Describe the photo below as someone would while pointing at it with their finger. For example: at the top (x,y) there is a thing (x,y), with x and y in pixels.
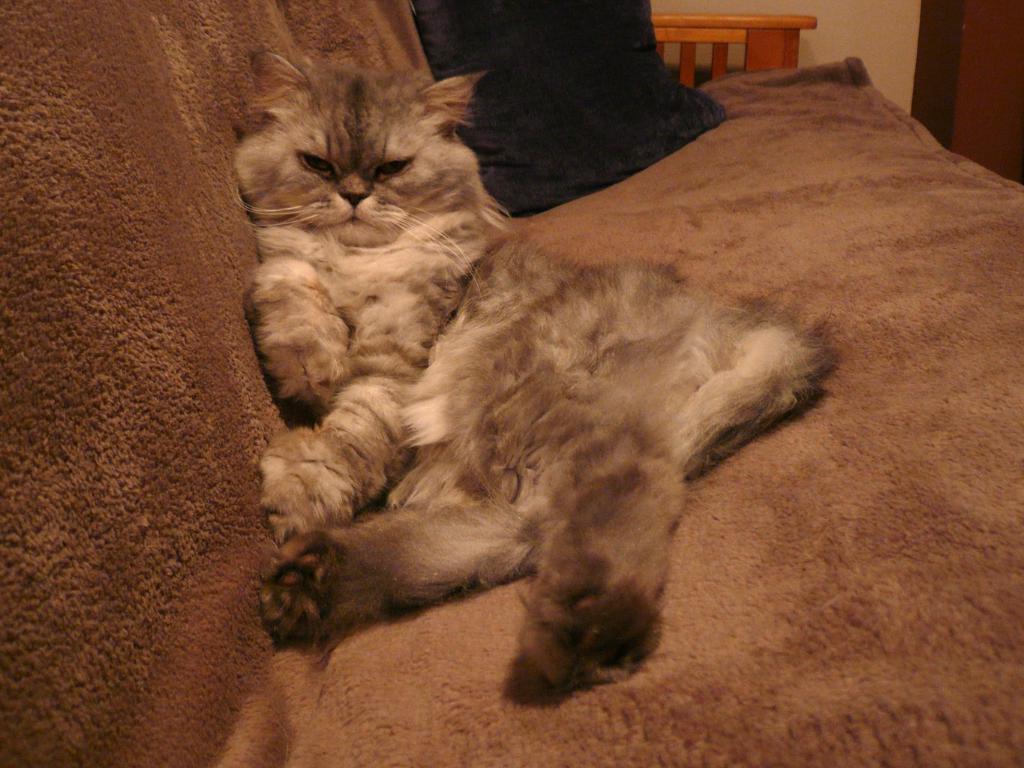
This picture is clicked inside the room (741,185). Here, we see a cat (492,321) is sitting on the sofa (883,474). Behind that, we see a pillow (560,67) in black color. In the background (856,26), we see a white wall (858,41) and a door (934,97) in brown color.
